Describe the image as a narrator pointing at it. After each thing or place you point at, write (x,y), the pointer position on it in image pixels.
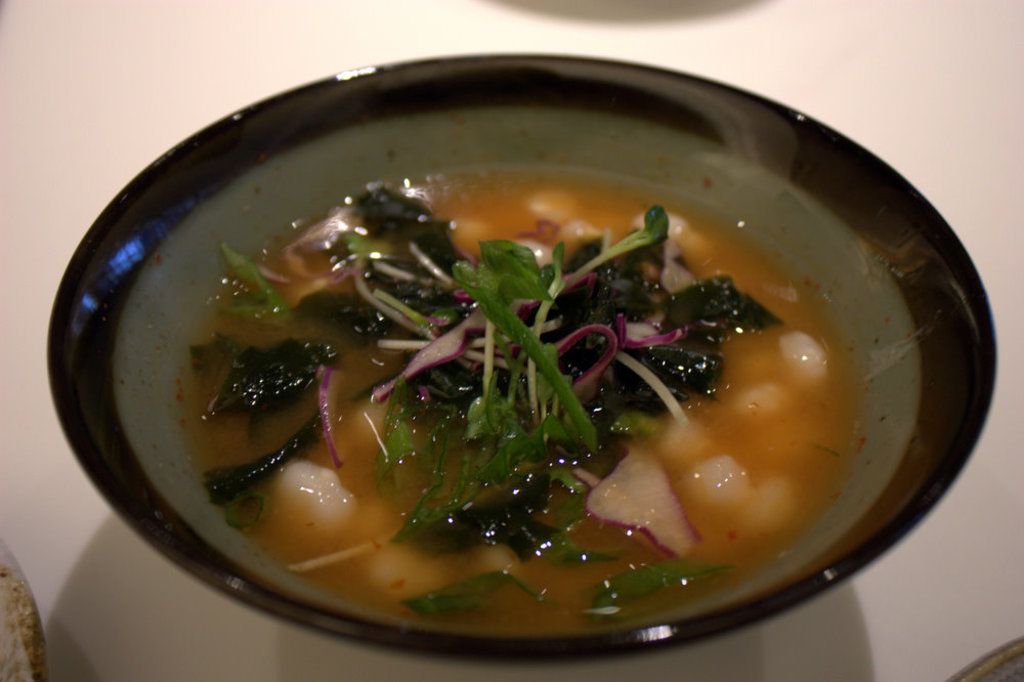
In this image I can see some food item (468,357) in the bowl (196,238).
